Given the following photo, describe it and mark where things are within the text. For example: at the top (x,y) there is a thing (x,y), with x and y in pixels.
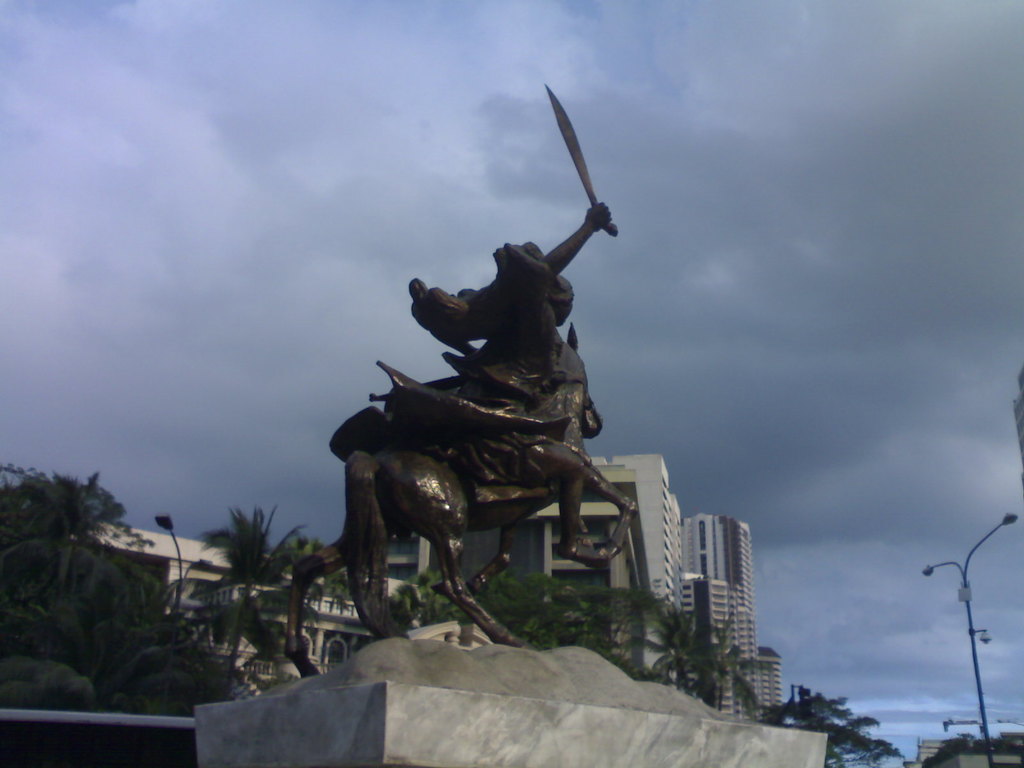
In the center of the image (475,370) there is a statue (486,413). In the background of the image (563,563) there are buildings (571,566), trees (14,568), sky (805,560) and clouds (788,263). To the right side of the image (932,575) there is a light pole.
